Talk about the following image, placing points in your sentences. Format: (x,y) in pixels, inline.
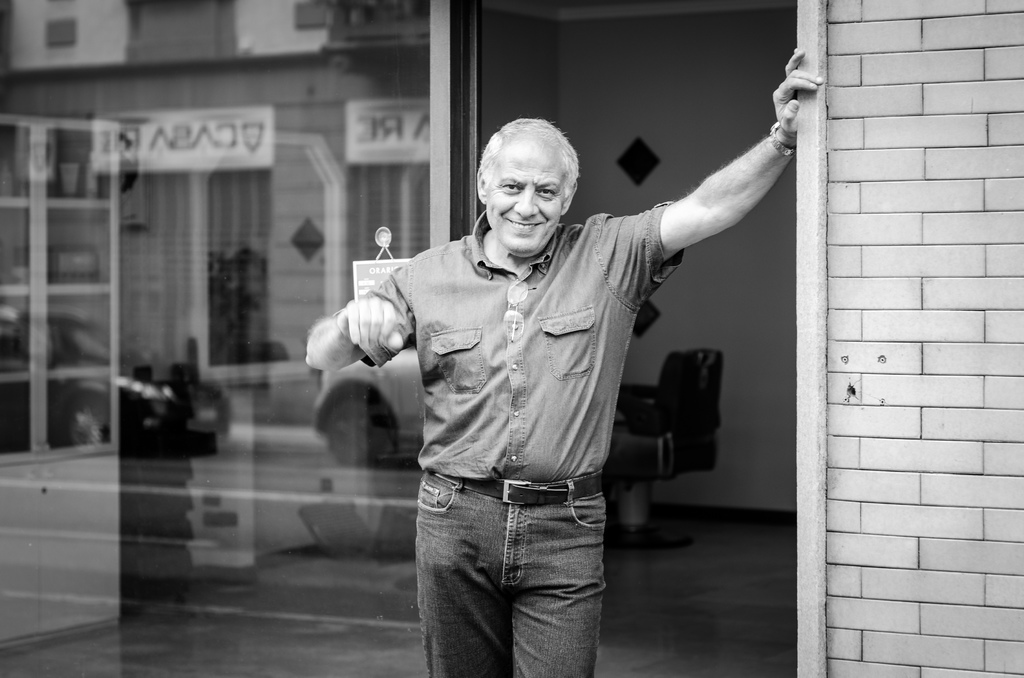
In this image we can see a person (431,405) standing keeping one hand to the brick wall (864,272) and in the background of the image (294,186) there is a chair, glass door (391,442) and wall (693,113).
